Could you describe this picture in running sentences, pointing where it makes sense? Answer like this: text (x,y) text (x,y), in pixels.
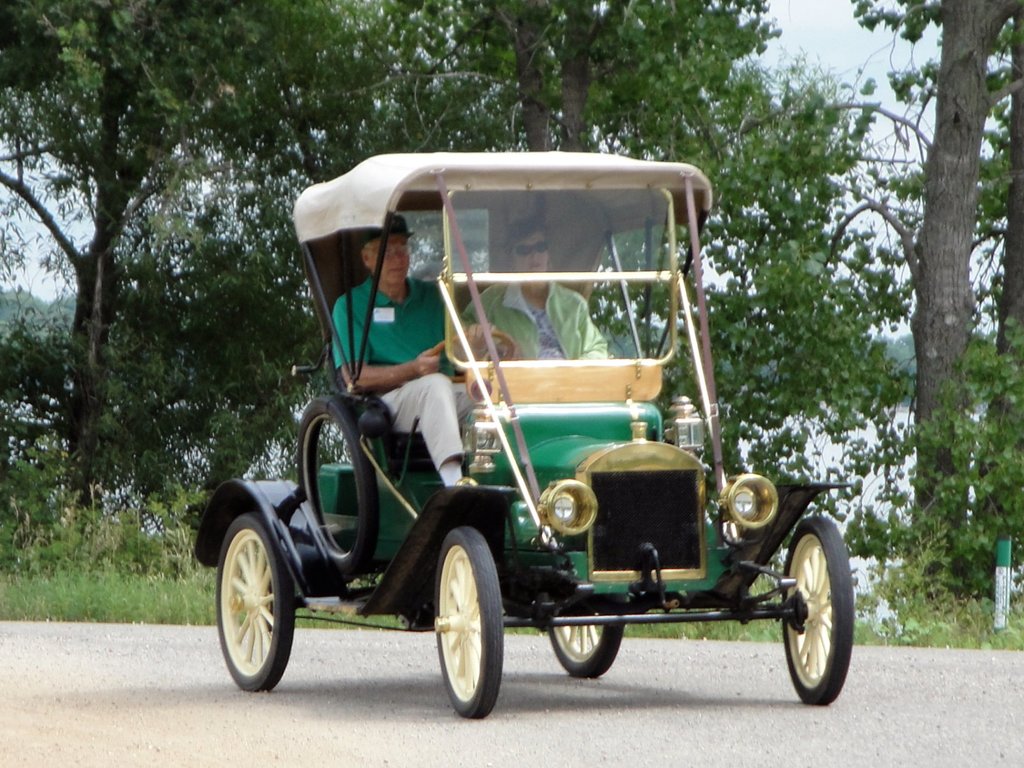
Here I can see a vehicle (366,503) on the road (655,729). Inside the vehicle (420,495) two men (480,338) are sitting. In the background (694,149), I can see the trees (507,108).
